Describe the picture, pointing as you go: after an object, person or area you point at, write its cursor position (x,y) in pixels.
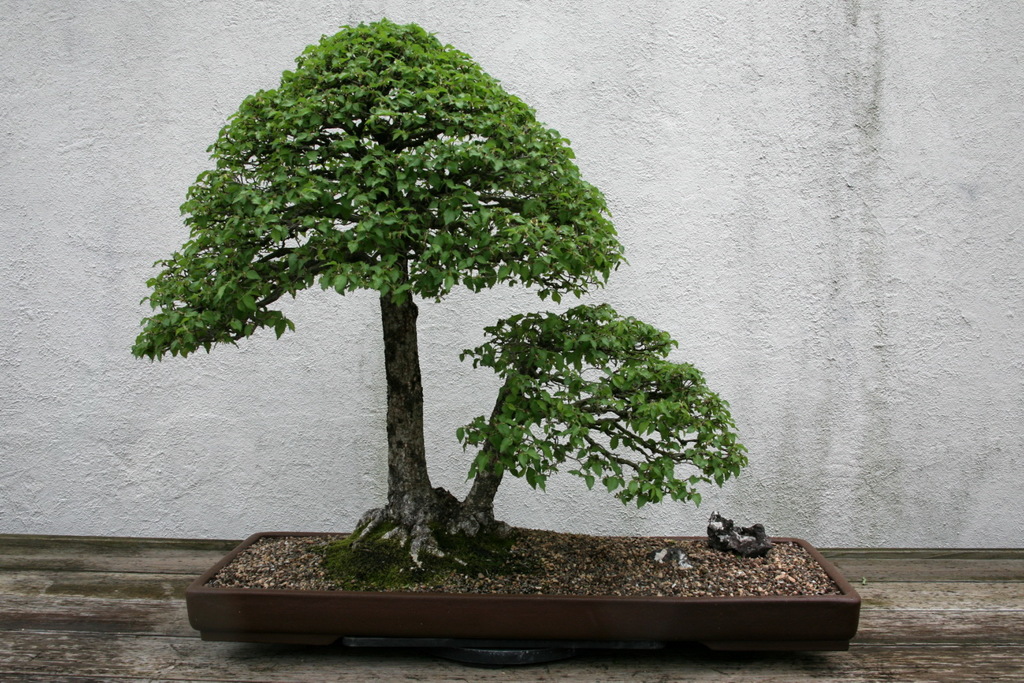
In this image I can see a bonsai tree (416,317) which is placed in a pot (358,607). This pot (202,601) is placed on the floor (120,545). In the background (755,236) there is a wall (796,150).
